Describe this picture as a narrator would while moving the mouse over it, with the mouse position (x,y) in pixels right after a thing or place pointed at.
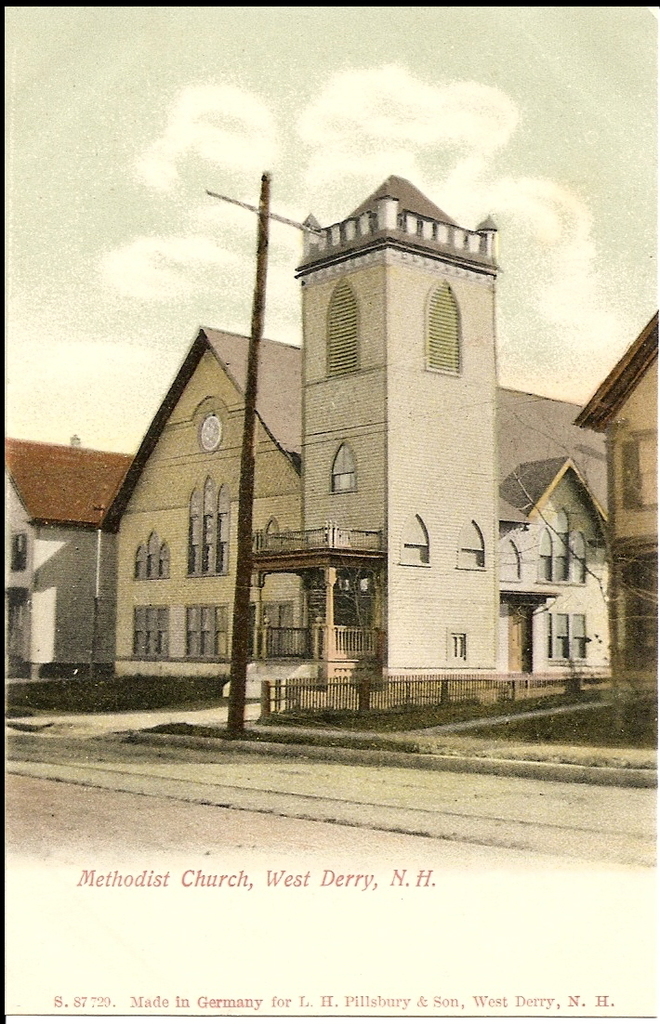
This looks like a poster (179,669). I can see the buildings (327,593) with the windows (209,528) and doors (520,648). I think this is a wooden fence (289,699). This looks like a pole (234,695). I can see the bushes (181,676). These are the letters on the poster (424,874). Here is the sky (448,95).
